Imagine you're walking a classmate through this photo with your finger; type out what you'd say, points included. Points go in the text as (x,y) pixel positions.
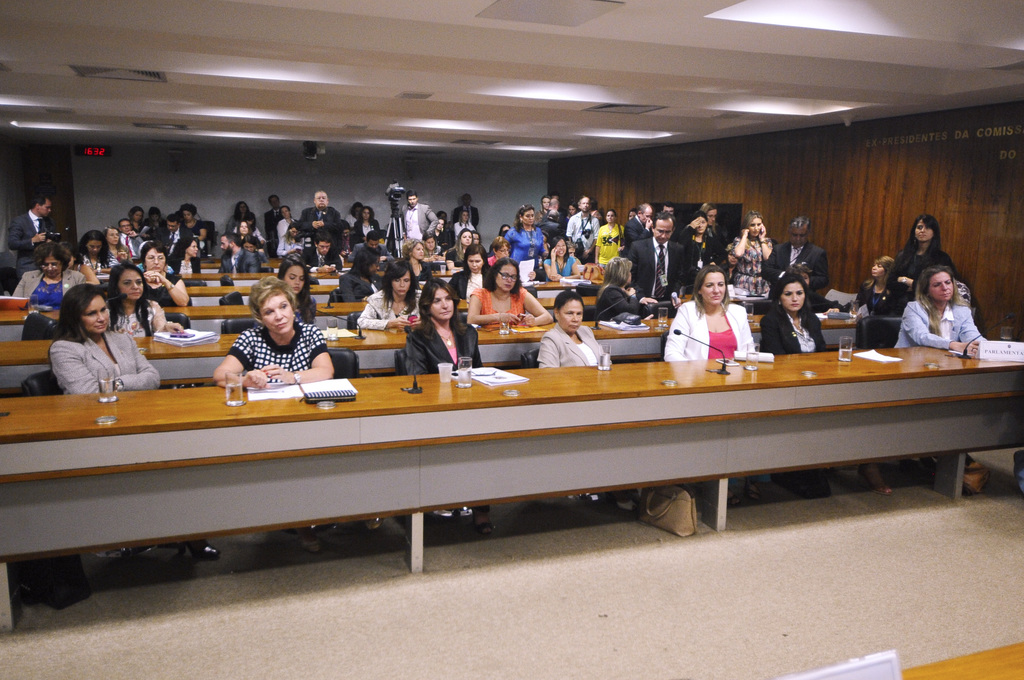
There are some people (244,343) sitting in the benches (40,377) in front of a table (385,399) on which some glasses (240,381), microphones (409,365), books (345,384) were placed. In the background (321,214) some of them was standing and we can observe a wall (162,178) here.
